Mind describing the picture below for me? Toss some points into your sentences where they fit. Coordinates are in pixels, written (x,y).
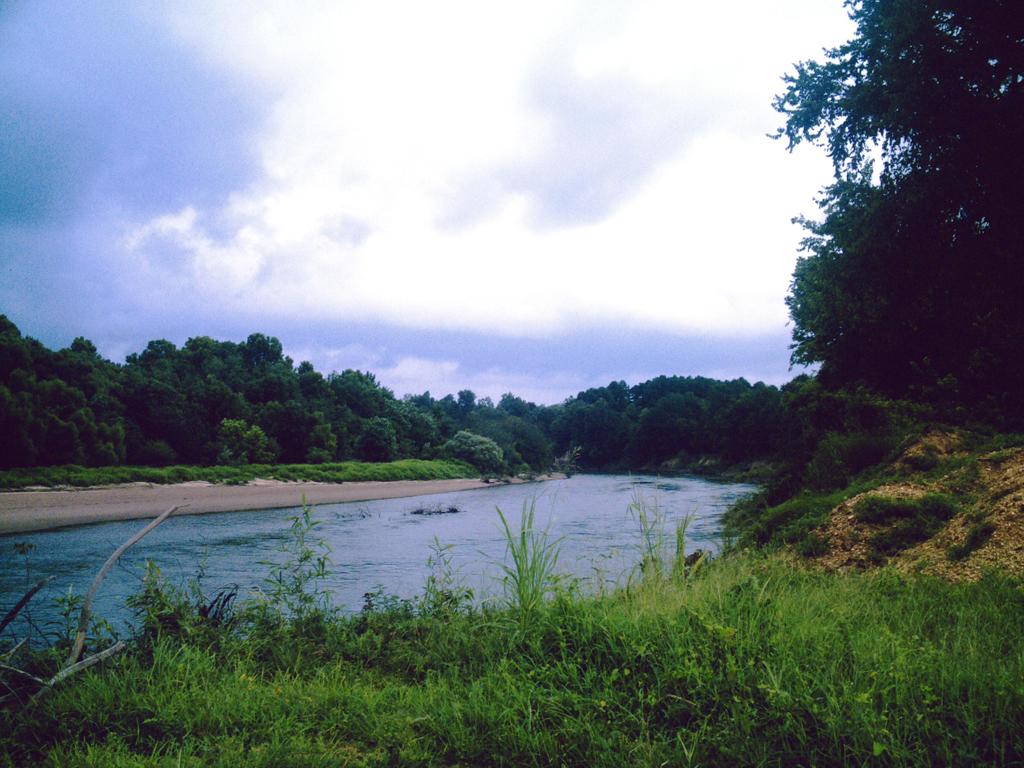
In this picture we can see trees (247,424) and water (497,501). At the bottom of the image (390,694), there is grass (383,664). At the top of the image (359,133), there is the cloudy sky (383,89).
